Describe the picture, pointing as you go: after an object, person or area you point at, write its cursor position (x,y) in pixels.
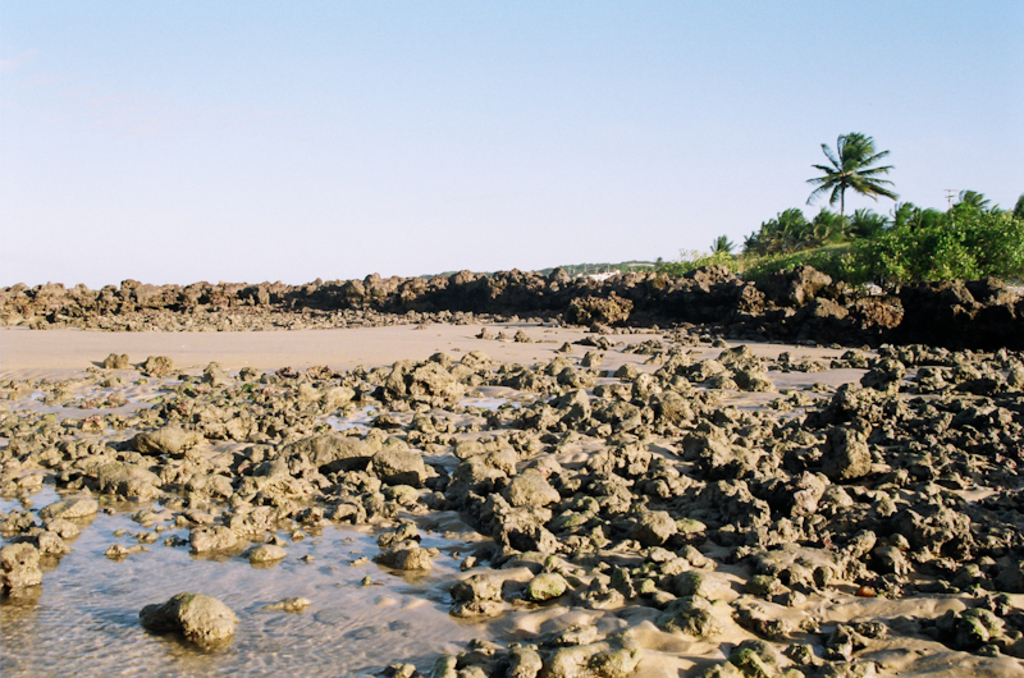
In this image, we can see some rocks (204,295) and plants (910,251). There is a pond (339,611) in the bottom left of the image (262,639). There is a tree (861,163) on the right side of the image (849,139). There is a sky (949,159) at the top of the image (893,164).
